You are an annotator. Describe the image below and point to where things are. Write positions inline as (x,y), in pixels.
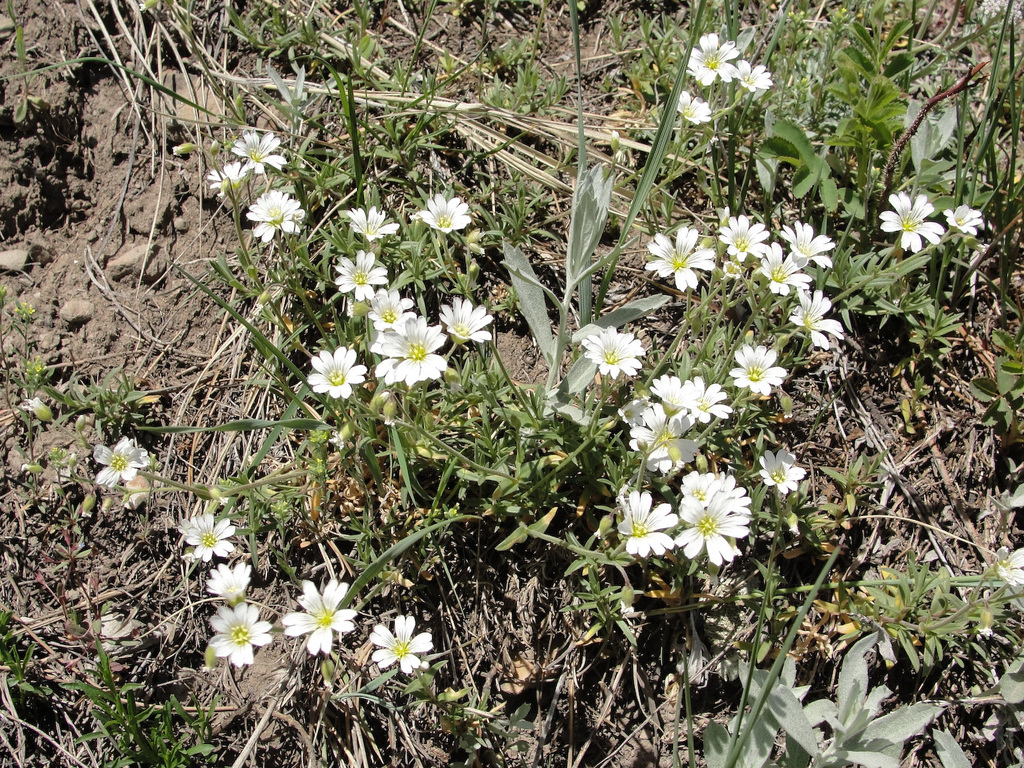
In the image there is a plant (433,380) with many white flowers (402,371) on the dry grassland (17,639).
